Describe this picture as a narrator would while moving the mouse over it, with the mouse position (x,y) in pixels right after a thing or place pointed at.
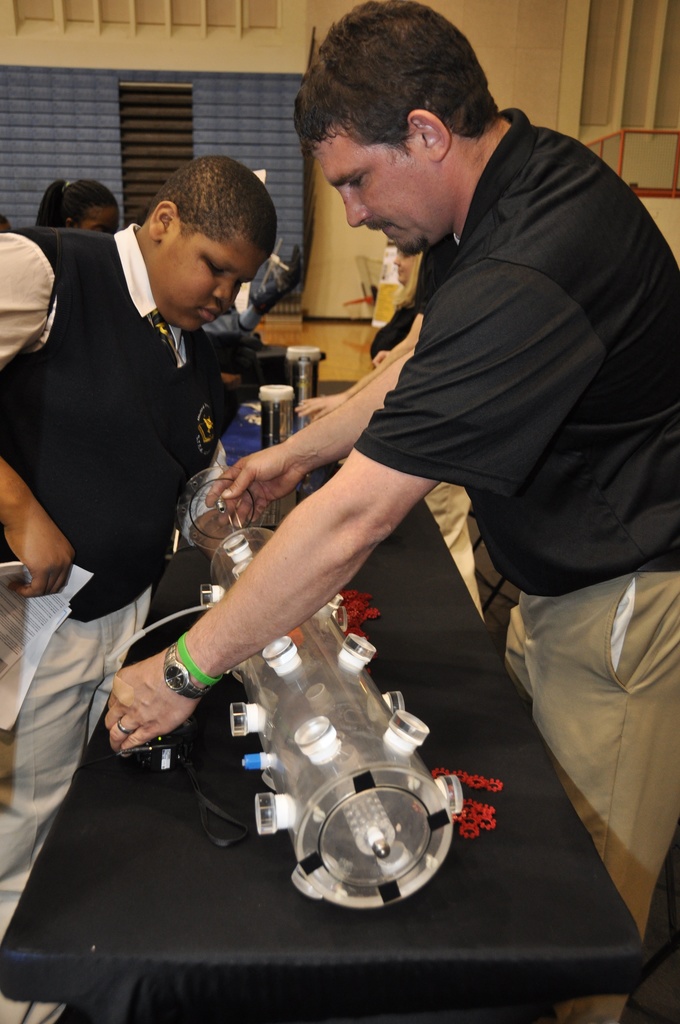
In this picture we can see a group of people (671,549), here we can see some objects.
